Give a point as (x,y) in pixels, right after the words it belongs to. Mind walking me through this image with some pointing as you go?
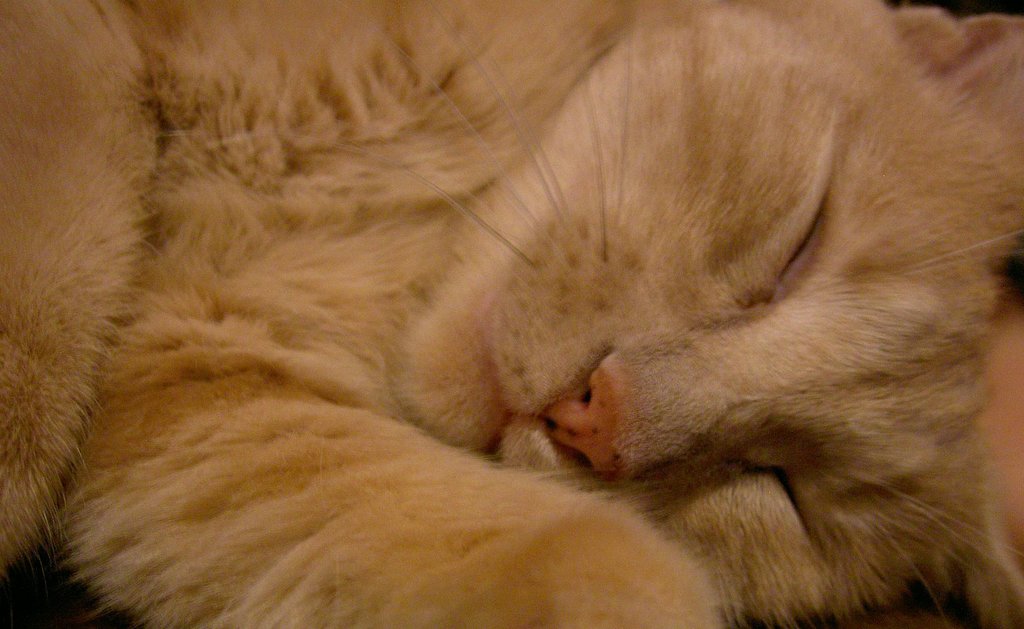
Here we can see a cat (349,259) sleeping.
